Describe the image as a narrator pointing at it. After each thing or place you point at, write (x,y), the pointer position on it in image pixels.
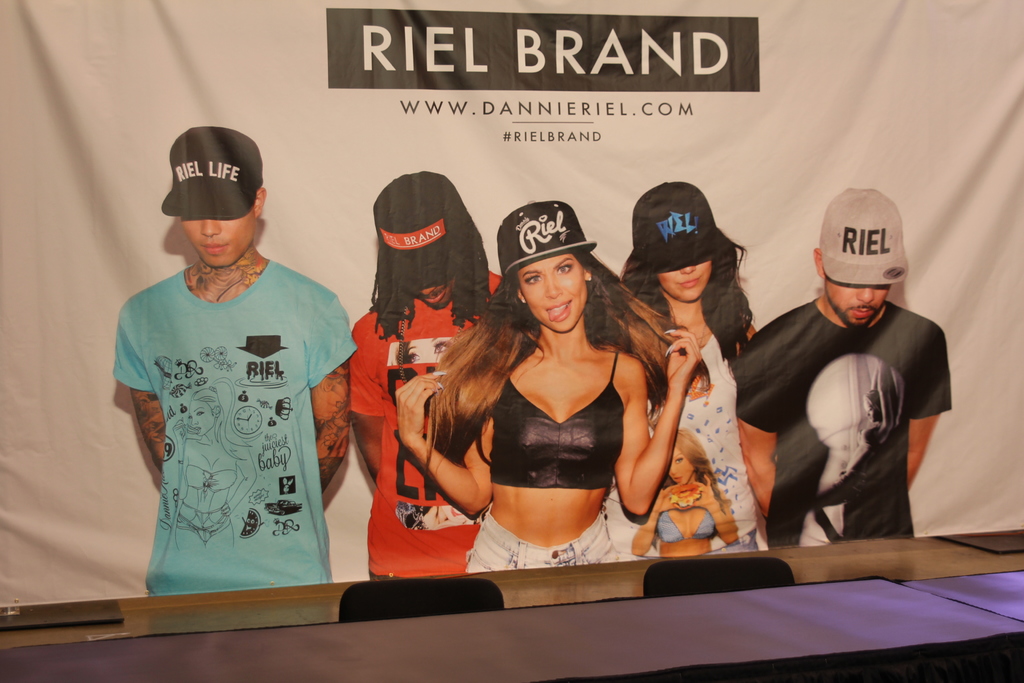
In this image I can see the banner (514,359). In the banner (509,395) I can see the group of people (496,452) with different color dresses (396,354) and caps (408,236). I can also see something is written on it.
